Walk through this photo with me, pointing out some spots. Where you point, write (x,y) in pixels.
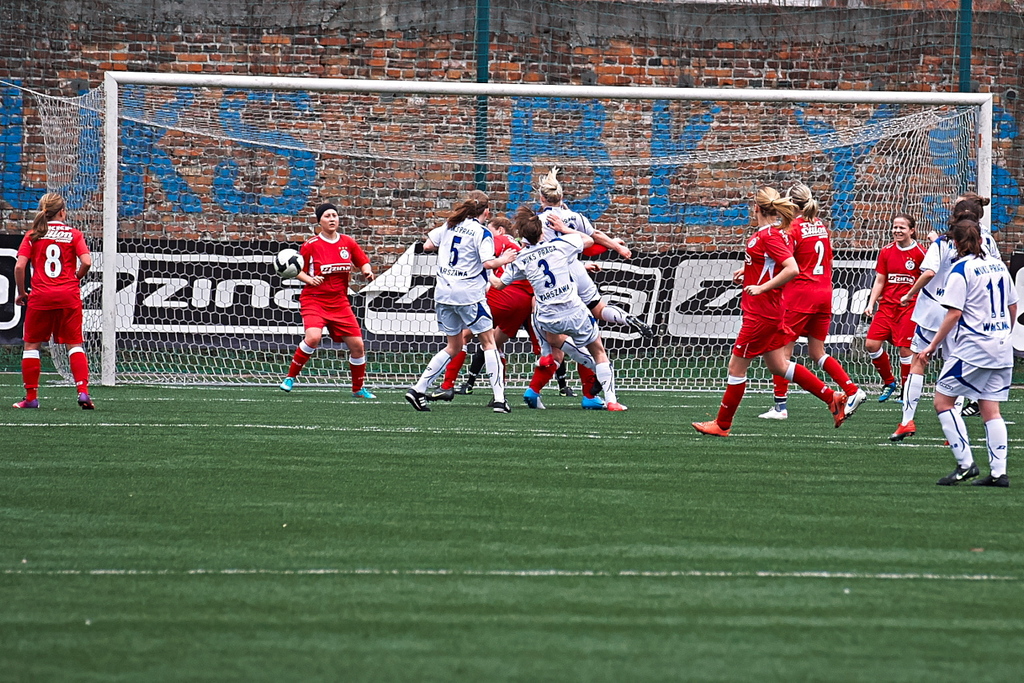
In this picture I can see the grass (399,426) in front, on which there are number of women (25,257) who are wearing jerseys (826,285), which are of white and red in color. In the middle of this image (413,234) I can see a goal post (243,81). In the background (300,180) I can see the wall (521,161), on which there is something written.
